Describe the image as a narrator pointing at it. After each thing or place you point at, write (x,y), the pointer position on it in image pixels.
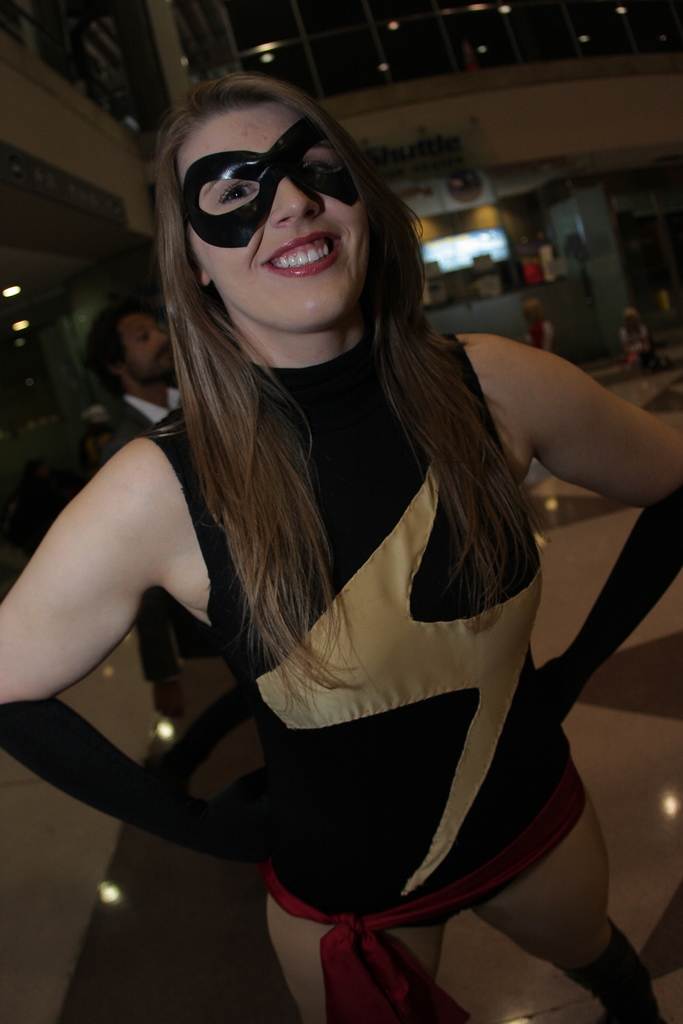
As we can see in the image in the front (108,594) there is a woman (188,152) wearing black color dress (392,730). In the background (436,220) there is a wall (592,157), lights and the image is little dark.
